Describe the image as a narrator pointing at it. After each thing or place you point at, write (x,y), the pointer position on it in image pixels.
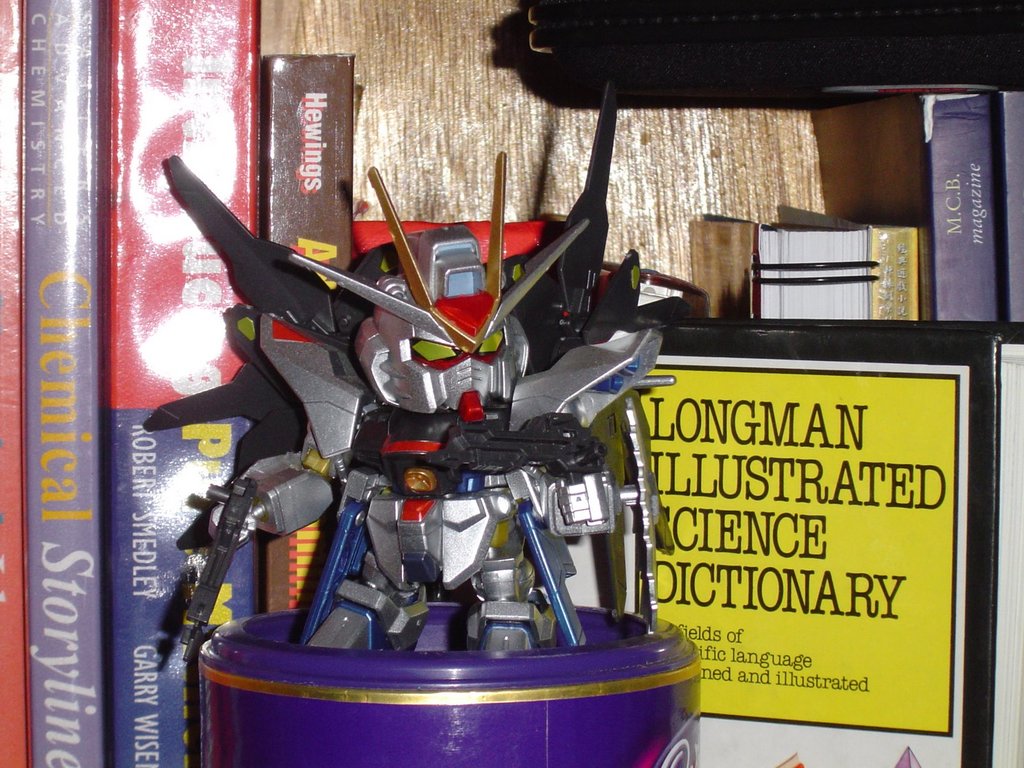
Here in this picture in the front (426,406) we can see a robot toy (441,368) present on a box (236,668) over there and behind that we can see number of books (184,288) present in the shelf (830,155) over there.
